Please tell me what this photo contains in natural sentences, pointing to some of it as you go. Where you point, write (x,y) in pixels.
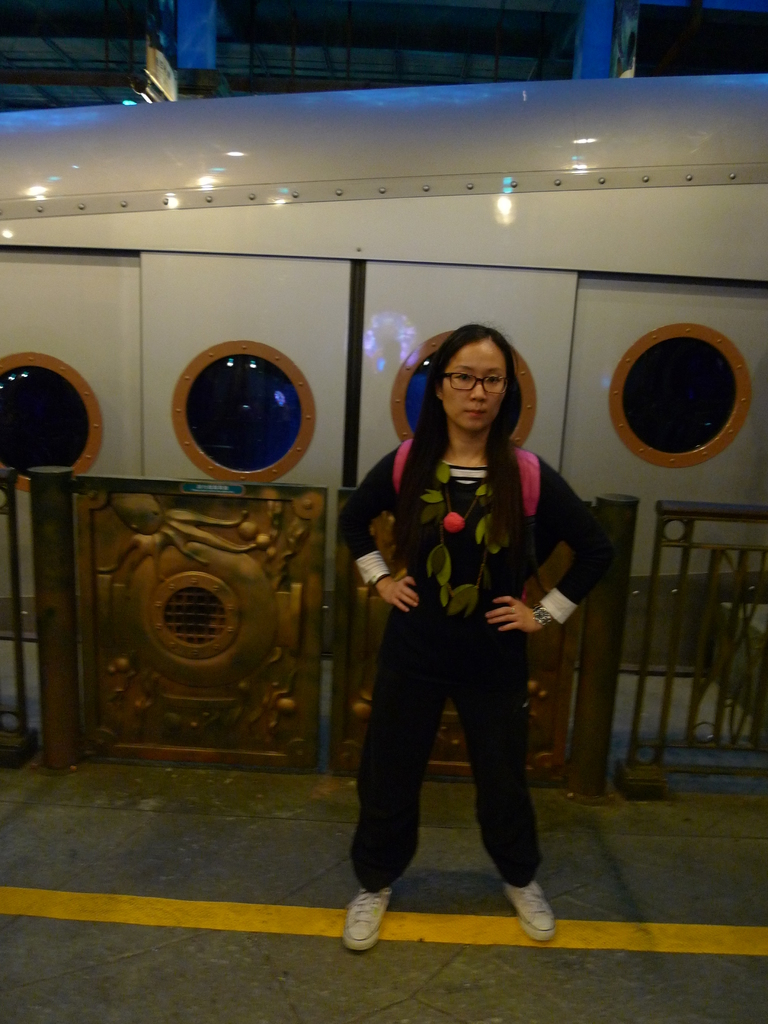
In this image we can see a lady (458,531) wearing specs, bag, watch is standing. In the back (214,548) there is a railing (245,632) with doors (214,632). Also there is a train (451,242). In the background (224,63) there are railings (224,63).
